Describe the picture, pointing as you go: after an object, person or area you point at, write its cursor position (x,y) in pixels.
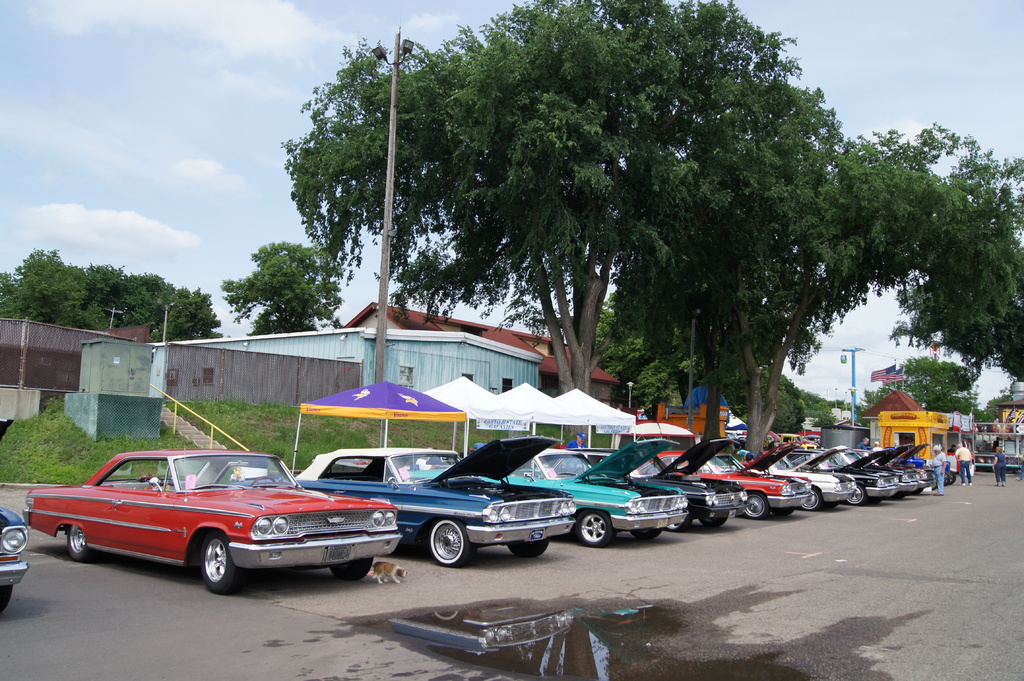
In this image, we can see so many vehicles (853,486) are parked on the road (621,594). Background (1015,380) we can see stalls (947,443), houses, stairs (173,416), rods (189,407), poles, trees (693,368), street lights (380,348). On the right side of the image (940,481), we can see few people (937,459). Background (351,3) there is a sky (311,21).
